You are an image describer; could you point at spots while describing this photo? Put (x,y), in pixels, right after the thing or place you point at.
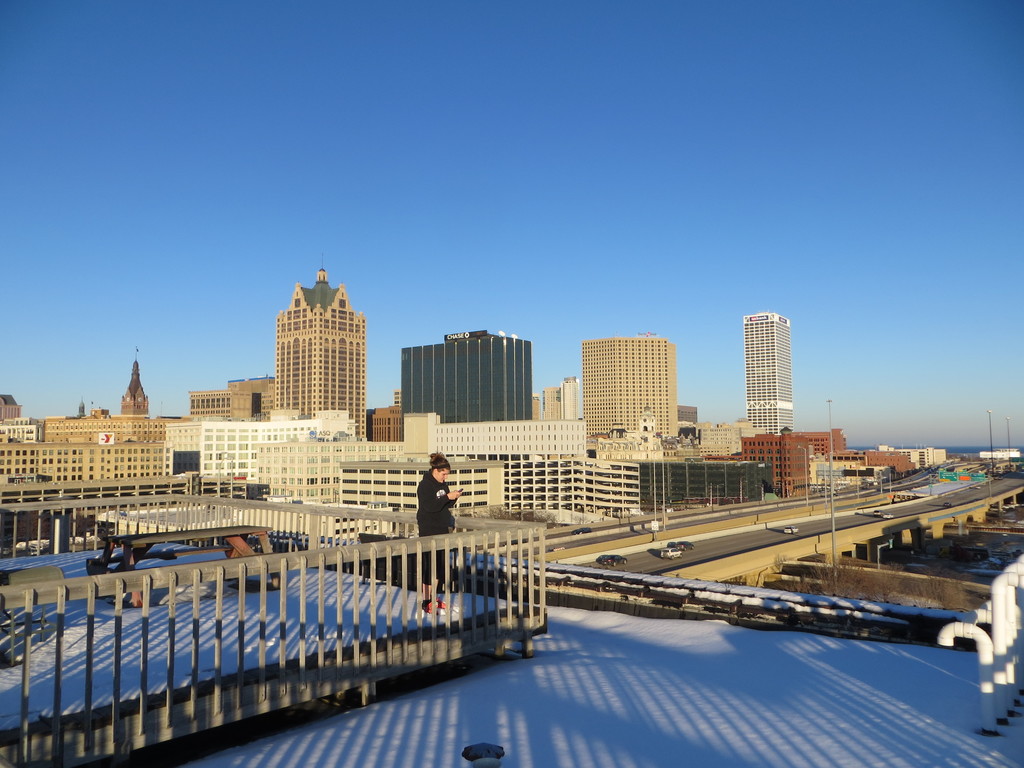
In this picture I can see a person (435,465) standing, there is a bench (111,563), there are vehicles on the road (873,494), there are buildings (865,465), and in the background (726,122) there is the sky (632,157).
